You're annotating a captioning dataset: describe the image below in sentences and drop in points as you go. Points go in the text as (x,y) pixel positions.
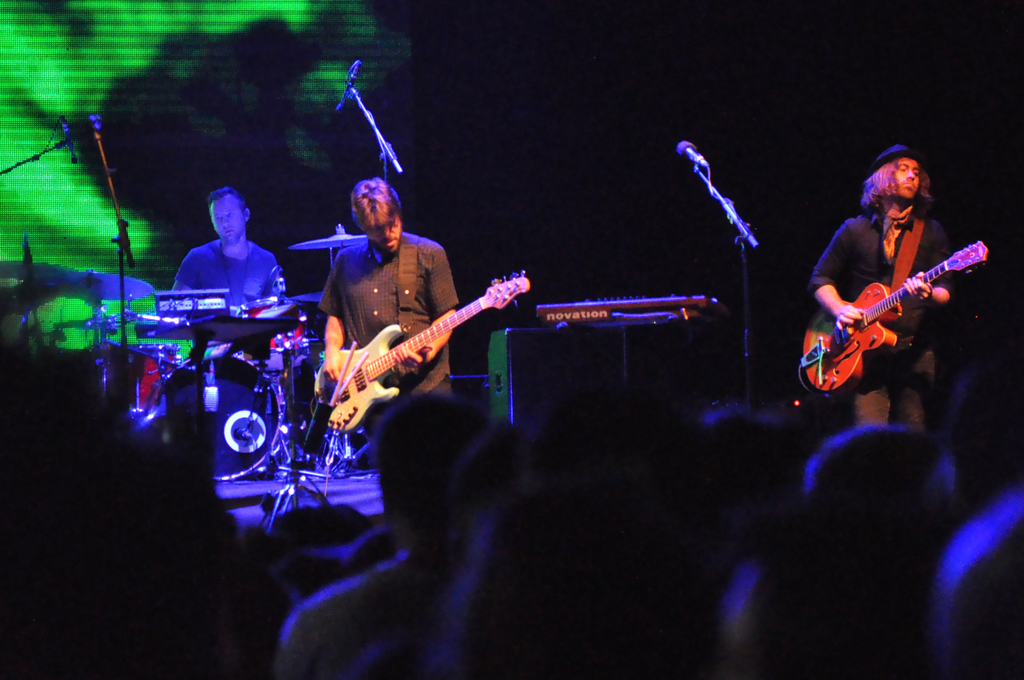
Here we can see a three people (434,348) performing on a stage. They are playing a guitar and a snare drum (280,310). Here we can see a few people (47,649) who are watching these people (842,289).
